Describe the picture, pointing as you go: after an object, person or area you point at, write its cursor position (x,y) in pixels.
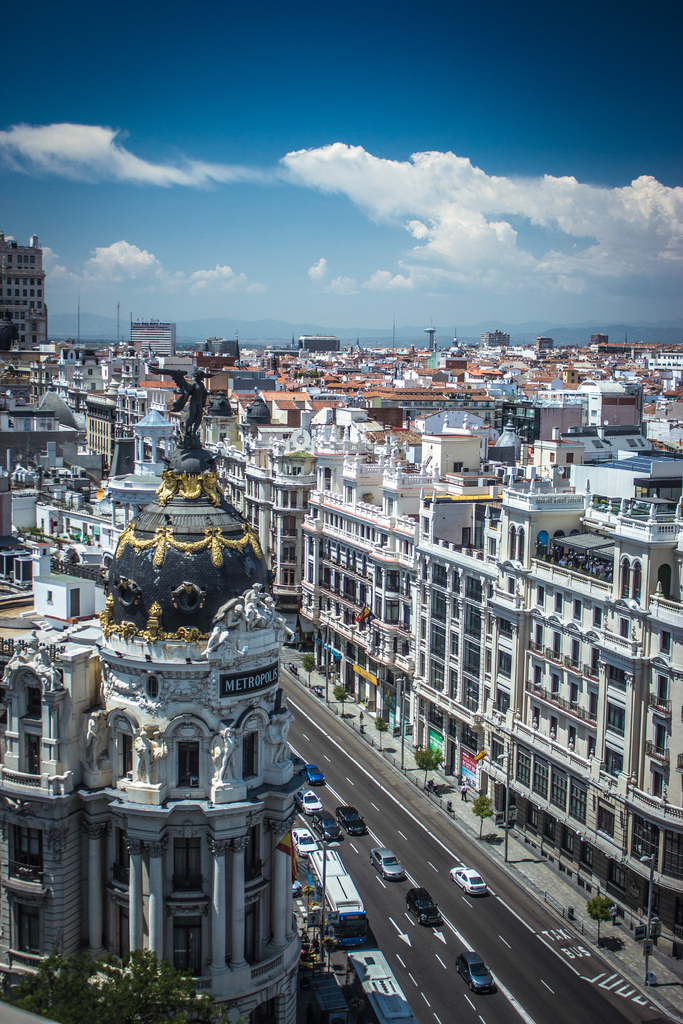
This is an outside view. At the bottom (390,876) there are many vehicles (329,855) on the road (471,942). Beside the road (399,813) there are few poles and trees (380,741). In this image, I can see many buildings (188,468). At the top of the image (350,102) I can see the sky (502,217) and clouds (499,251).
